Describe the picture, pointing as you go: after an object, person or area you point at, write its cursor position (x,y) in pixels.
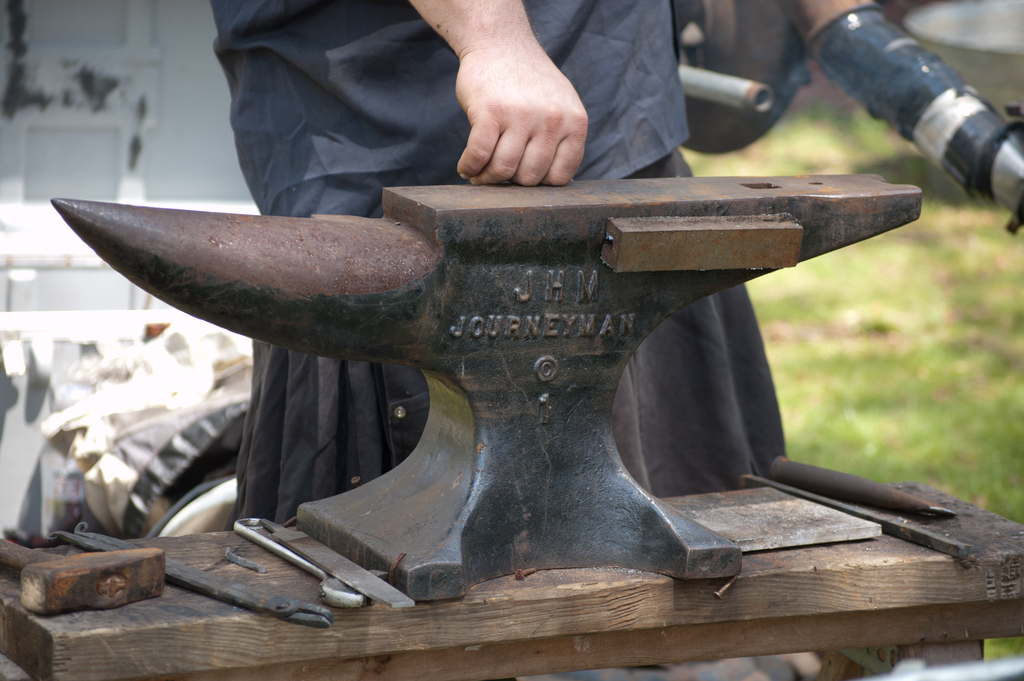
In this picture I can see a person (595,7) standing, there is an anvil (343,500), there are tools (143,599) and some other objects (932,635).
